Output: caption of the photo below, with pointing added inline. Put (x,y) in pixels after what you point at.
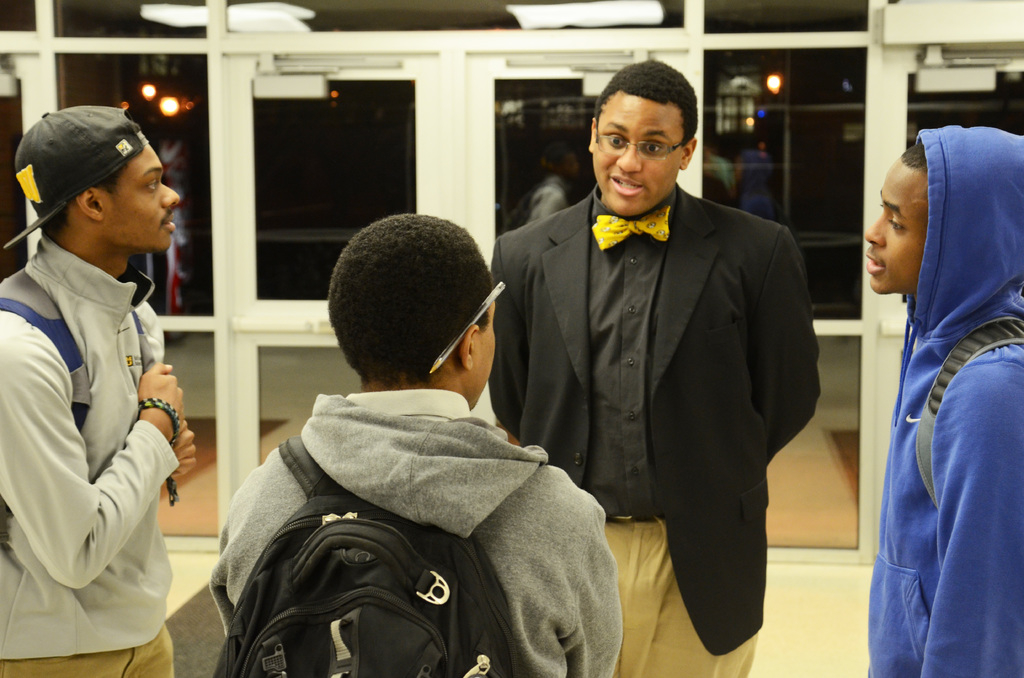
In this image we can see some people (334,400) standing on the floor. In that a person (238,495) kept a pen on his ear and a man (32,542) is wearing a cap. On the backside (388,212) we can see some windows (361,204) and lights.
